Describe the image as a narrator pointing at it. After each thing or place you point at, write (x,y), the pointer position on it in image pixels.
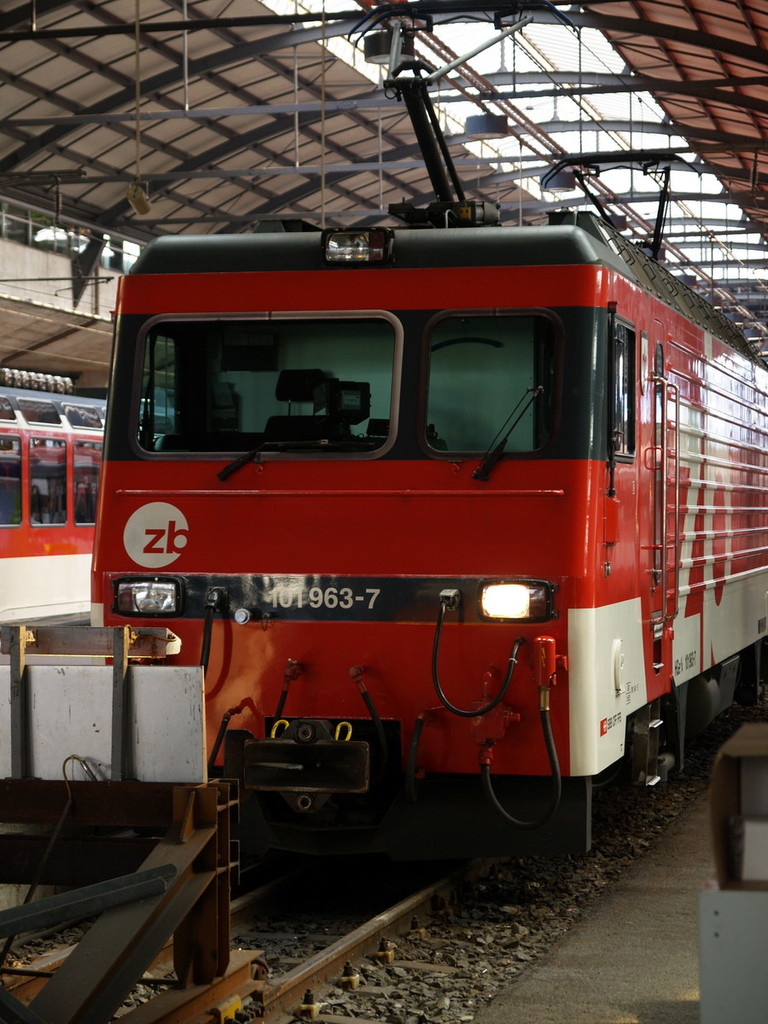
There is a train (428,688) on a railway track (426,969). Near to the track (436,969) there are stones (373,1010). Also there are rods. Also on the train (371,615) something is written.
